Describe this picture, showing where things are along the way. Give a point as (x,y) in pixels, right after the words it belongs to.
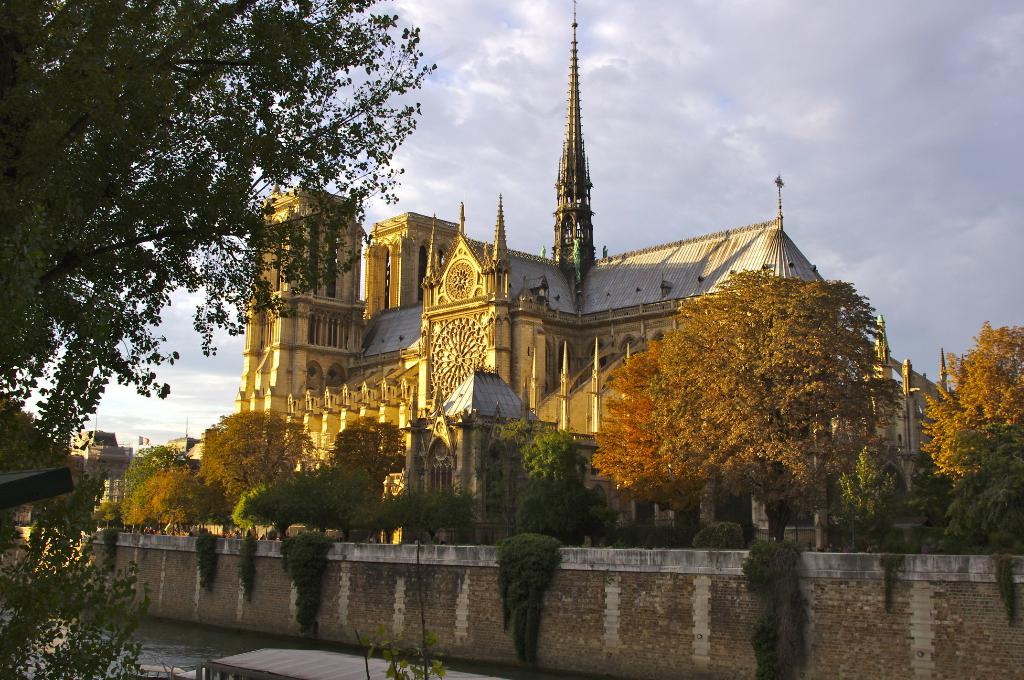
In the center of the image (570,343) there is a building (502,415) and we can see trees (101,168). At the bottom (211,633) there is water (202,634) and a boat (288,662) and there is a wall (354,578). In the background (753,152) there is sky (663,106).
